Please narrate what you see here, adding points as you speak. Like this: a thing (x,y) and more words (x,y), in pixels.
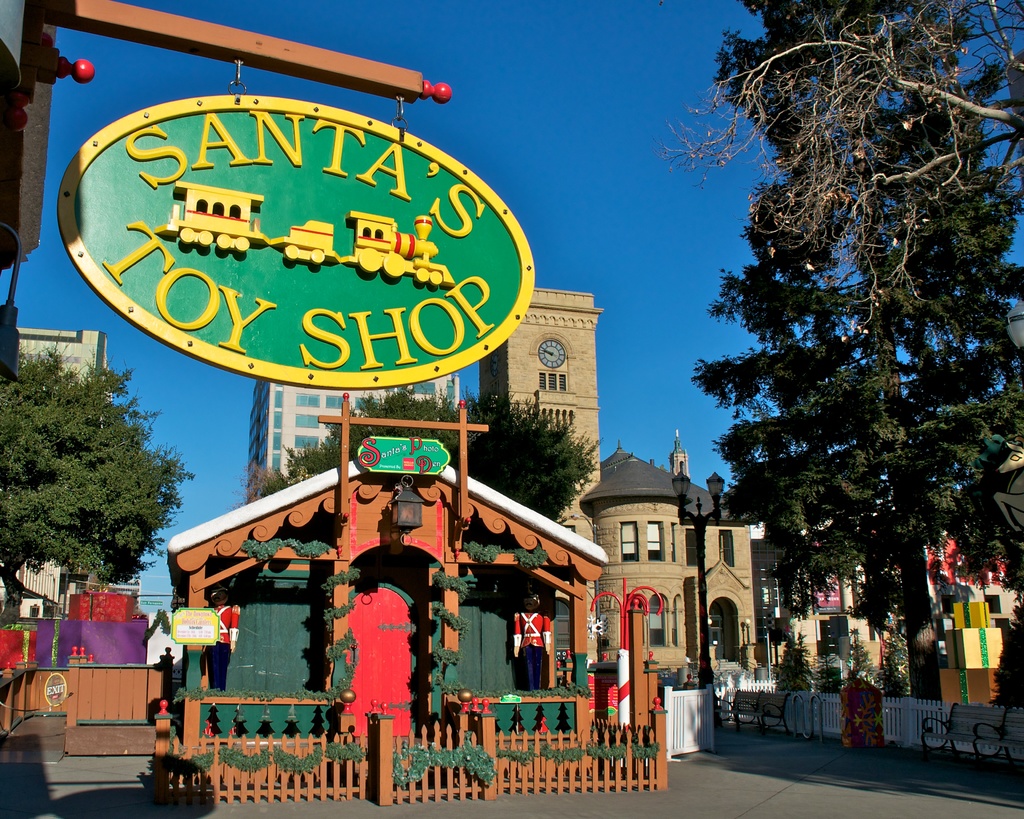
In this image we can see wooden house (322,684). Left side of the image (297,234) one board (213,236) is there. Background of the image (871,370) buildings (643,476) and trees (812,365) are present. Right side of the image (1007,734) fencing (898,714) and benches (977,739) are present.
